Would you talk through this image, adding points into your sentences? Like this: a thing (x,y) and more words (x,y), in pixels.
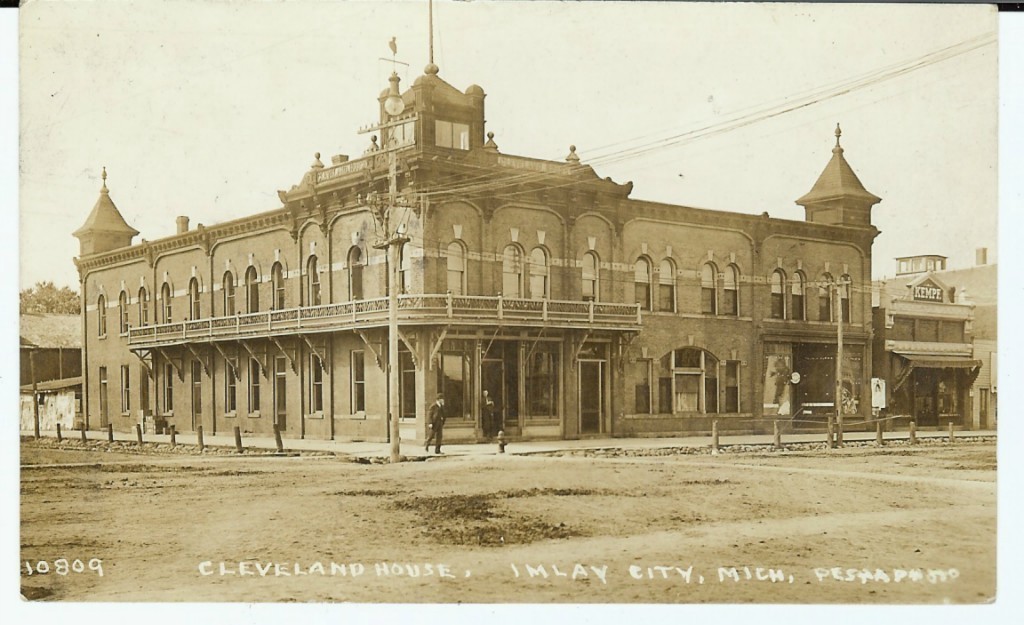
This picture is a black and white image. In this image we can see the palace (414,158), one building (956,314) on the right side of the image (940,307), one house (59,332) on the left side of the image (67,416), some trees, some objects (402,101) attached to the palace (489,338), one board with image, some text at the bottom of the image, some numbers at the bottom left side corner of the image, some poles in front of the palace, one man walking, two poles (397,201) with wires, some stones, some text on the building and at the top (211,135) there is the sky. One man (486,430) standing near the palace wall (491,376) and holding an object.
